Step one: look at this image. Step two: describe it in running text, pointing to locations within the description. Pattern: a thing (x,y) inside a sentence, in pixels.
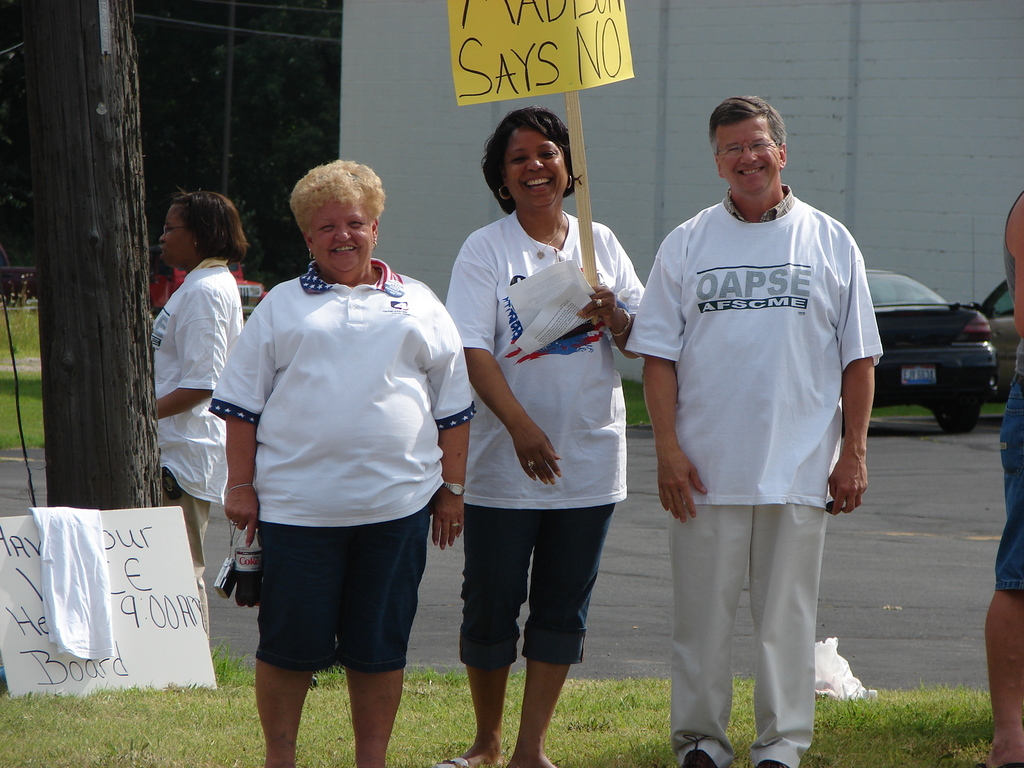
In this image we can see two women (405,404) and one man (775,466) are standing on the grassy land (913,716). One woman (498,304) is holding a paper (571,281) and board (582,79) in her hand (602,292) and the other woman (270,475) is holding a bottle (245,562) and a camera (229,570) in her hand (239,491). In the background (995,280), we can see a wall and cars (925,350) on the road (831,533). On the left side of the image (117,368), we can see a bark (102,381) of a tree (106,451), cloth (86,564), board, woman (175,203), pole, wires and trees (200,14). On the right side of the image (1008,423), we can see one more person (1008,423). There is a white color object (844,662) on the grass (849,702).
